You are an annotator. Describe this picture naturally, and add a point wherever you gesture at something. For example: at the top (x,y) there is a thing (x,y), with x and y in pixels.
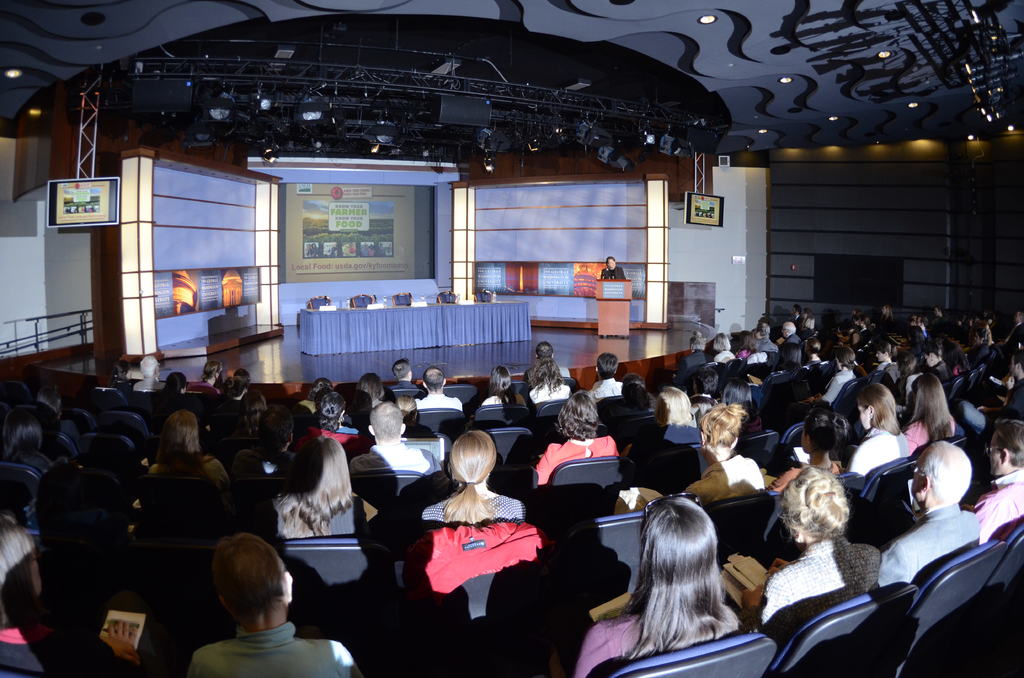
In this image we can see some people (223,566) sitting on chairs (768,548) and there is a person (610,264) standing on the stage (490,343) and there is a podium (613,310) in front of him and we can see some chairs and a table (433,312) on the stage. In the background (212,127) we can see a screen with some pictures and there are some stage lights (605,143) and there are two television screens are attached at the top (79,219).
